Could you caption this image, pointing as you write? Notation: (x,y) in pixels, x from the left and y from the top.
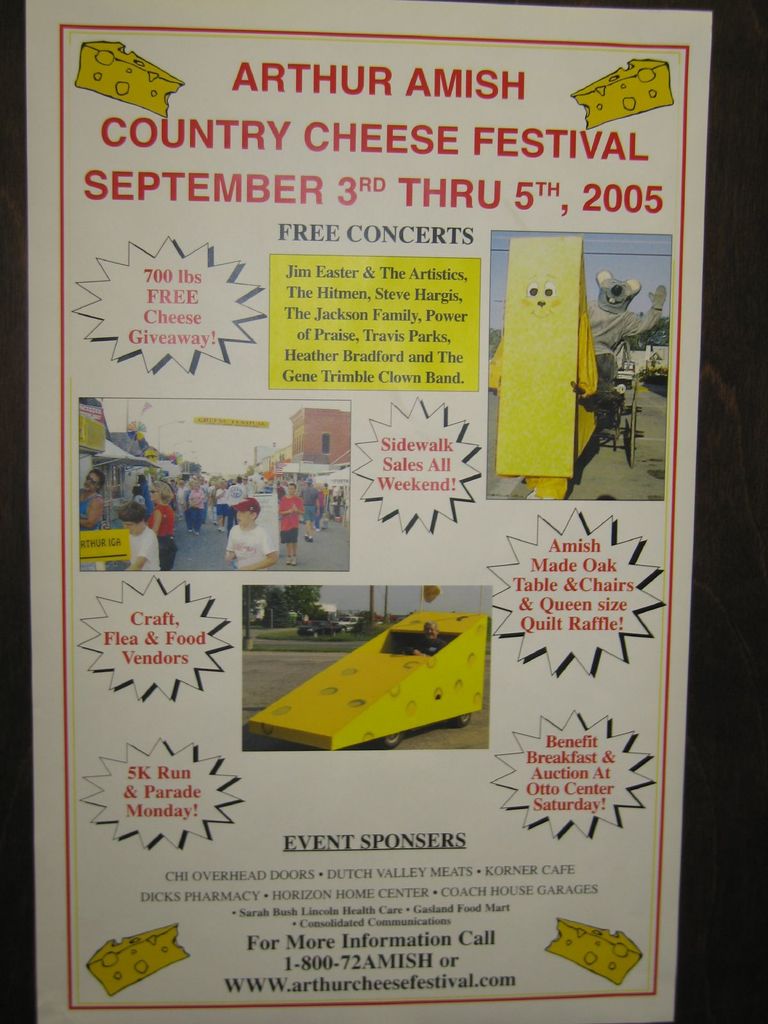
In this image we can see a poster (179,423). In the poster (153,498) we can see the text (294,838) and images (432,667). In the images (363,622) we can see persons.
